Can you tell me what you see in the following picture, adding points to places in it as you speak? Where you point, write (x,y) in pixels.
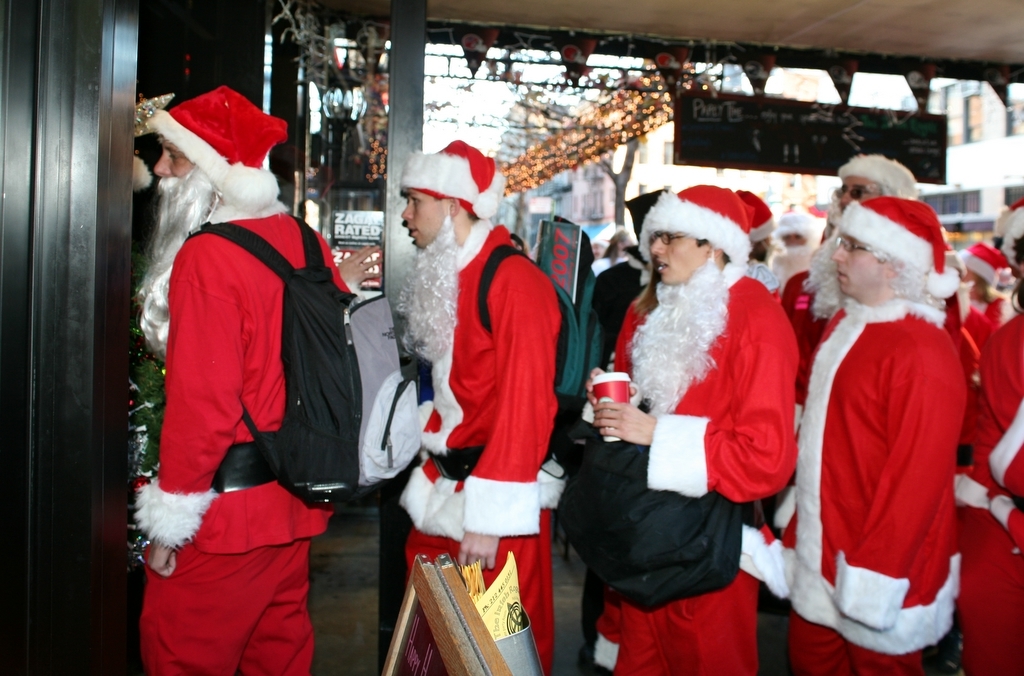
In this picture I can see group of people (694,385) standing with the Santa Claus costumes (459,380), there are boards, a tree (139,387) decorated with balls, there is a light (351,90), there are buildings (957,214).
